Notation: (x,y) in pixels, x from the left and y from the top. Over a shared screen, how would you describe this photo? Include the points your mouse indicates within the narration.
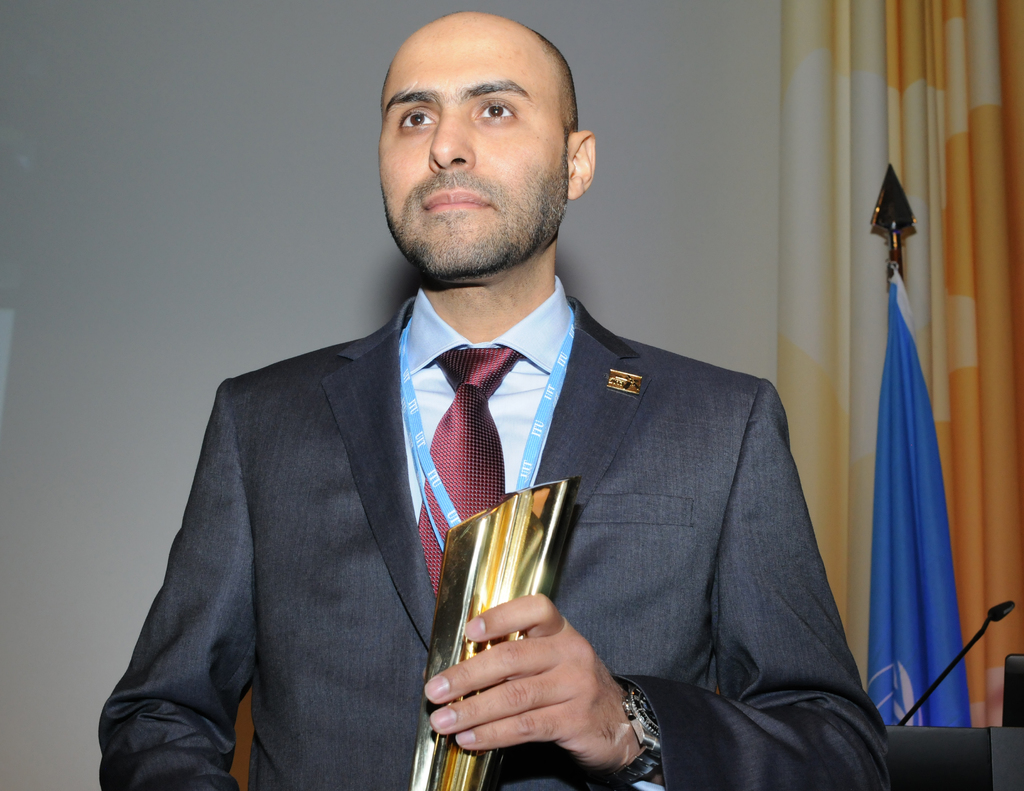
In this image I can see a person (454,483) holding something. On the right side (935,691), I can see a mike (978,635).
